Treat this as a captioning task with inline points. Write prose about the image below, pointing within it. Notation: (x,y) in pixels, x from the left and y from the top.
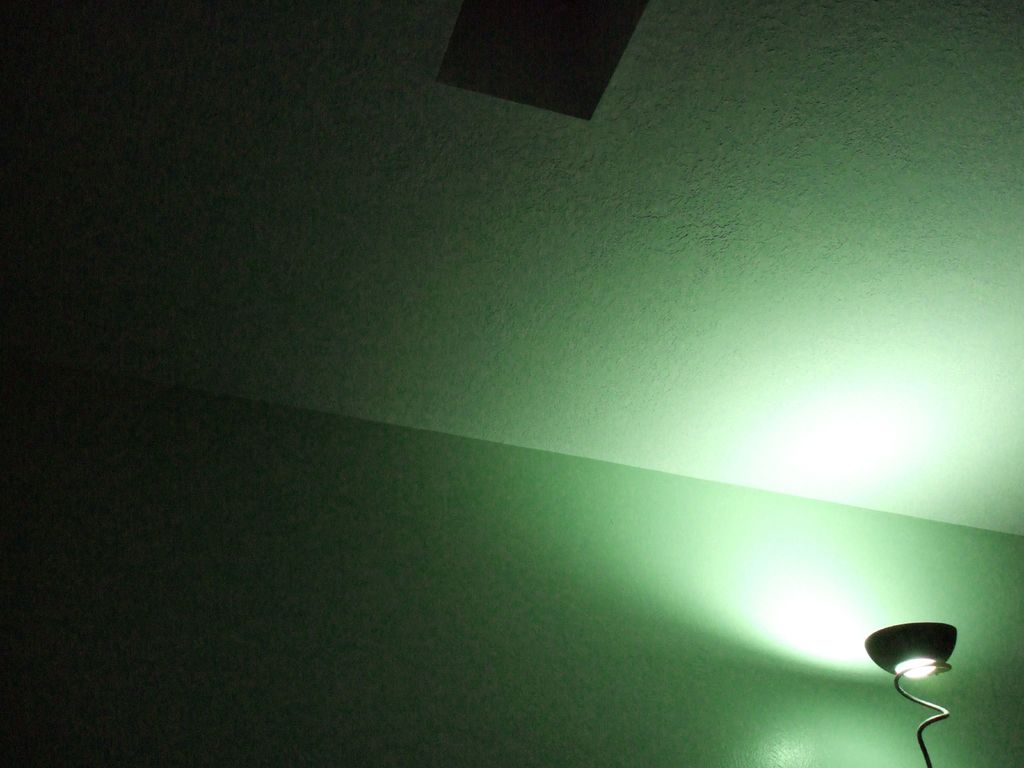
At the top (787,221) we can see the ceiling (748,242). In this picture we can see a light (951,648) with stand (918,739). We can see the wall (351,610) painted with green paint (498,597).
